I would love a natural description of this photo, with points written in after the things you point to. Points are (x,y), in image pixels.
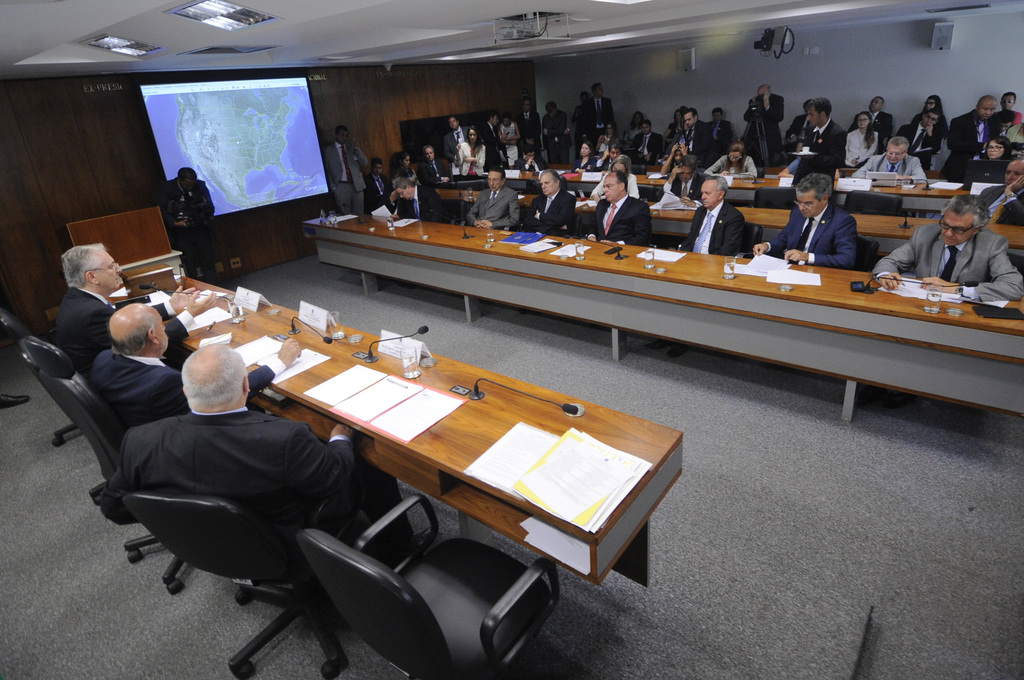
In this picture we can see some persons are sitting on the chairs (420,584). These are the tables (686,295), on the table (746,295) there is a paper (549,459). And these are the mikes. And even we can see the screen (264,156) here. This is the floor (813,546) and this is the wall (51,147).
